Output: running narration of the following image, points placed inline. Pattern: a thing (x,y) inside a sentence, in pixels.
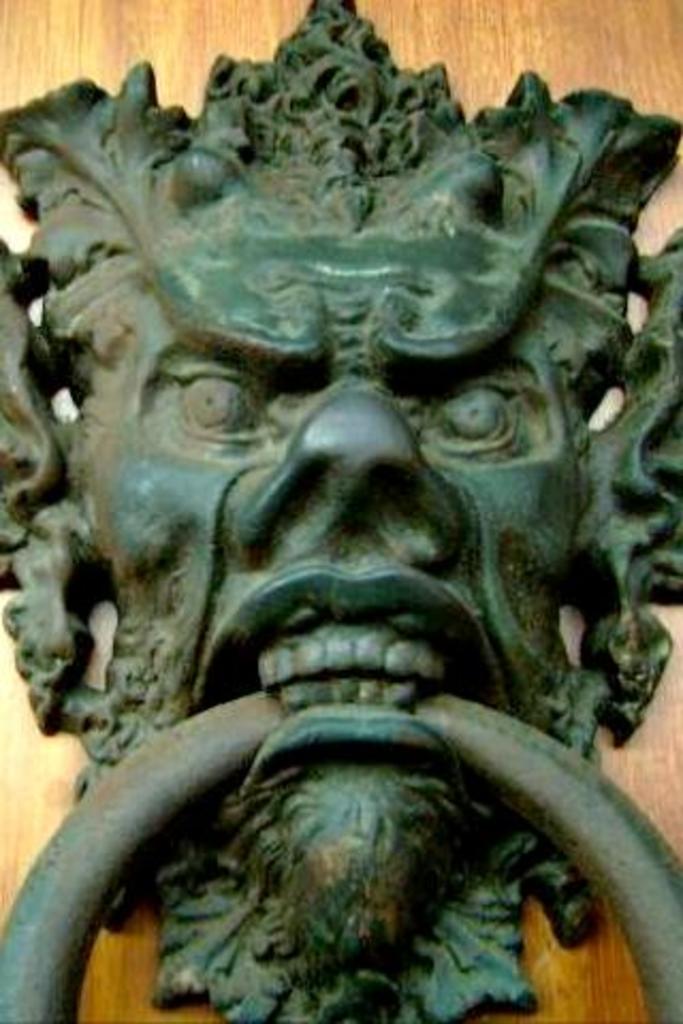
In this image I can see a door knocker (253,465) attached to a wooden object (146,57).
